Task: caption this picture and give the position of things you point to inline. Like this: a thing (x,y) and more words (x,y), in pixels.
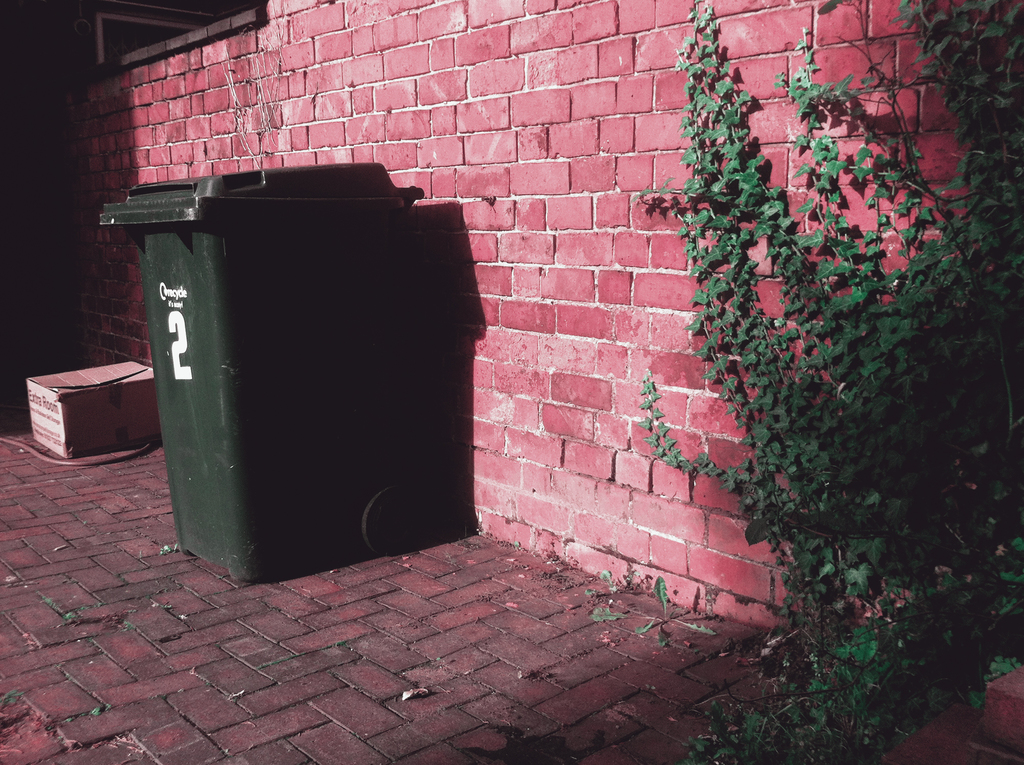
In this image there is a plastic dustbin (300,408) in the middle of this image (342,344). There is a plant (769,423) on the right side of this image (825,475). There is a box (77,433) kept on the ground (79,477) on the left side of this image (108,437). There is a wall (543,409) in the background (430,162). There is a floor (328,629) in the bottom of this image (321,642).
